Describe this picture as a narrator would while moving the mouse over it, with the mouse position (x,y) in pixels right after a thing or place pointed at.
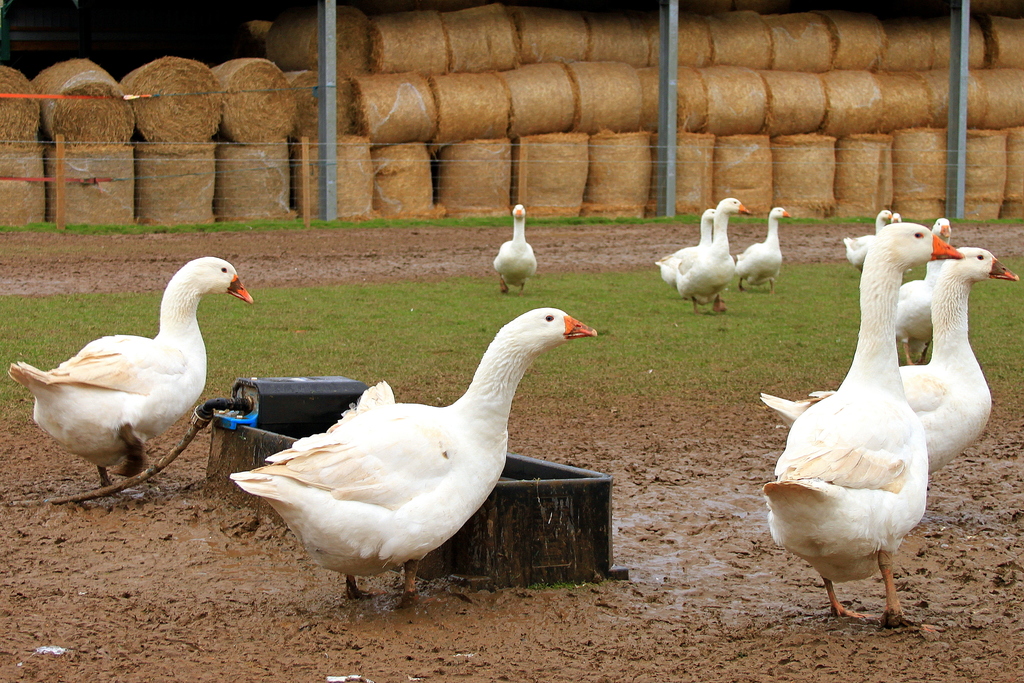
In this picture I can see geese (417,448), there is an object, there is fence (187,160), there are poles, and in the background (990,82) there are dried grass rolls (290,130).
